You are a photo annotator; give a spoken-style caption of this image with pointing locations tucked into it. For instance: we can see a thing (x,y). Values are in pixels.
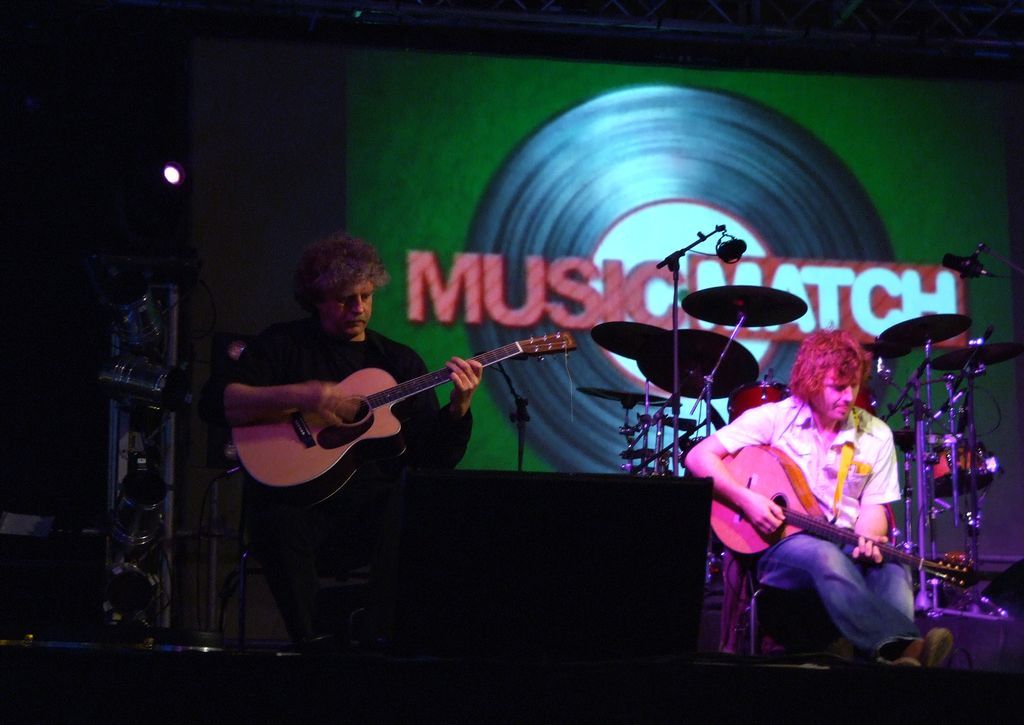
In this image there are two people (228,370) sitting and playing musical instruments (256,436). At the back (519,255) there is a screen (577,353) and there are drums (658,348), at the front (676,519) there is a speaker (535,588).
